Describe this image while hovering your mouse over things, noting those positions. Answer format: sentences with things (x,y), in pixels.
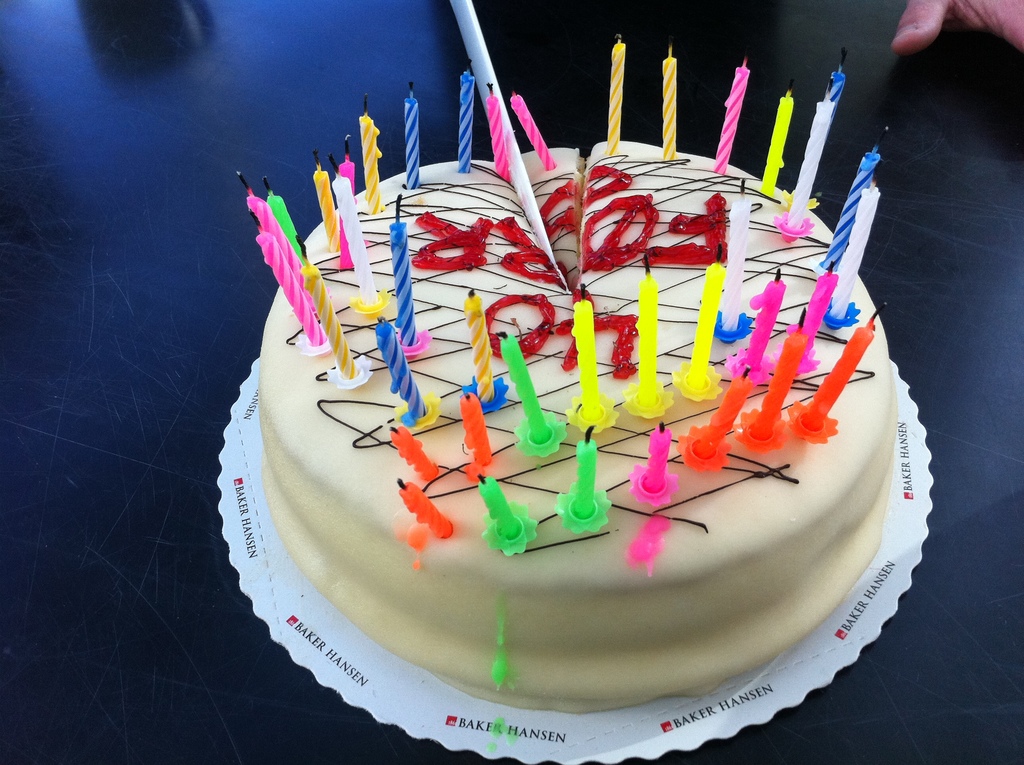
In the center of the image (435,302) we can see the cake (714,534) and there are many candles (352,256) on the top of the cake (734,526) and the cake (752,556) is placed on the black surface (137,586).
